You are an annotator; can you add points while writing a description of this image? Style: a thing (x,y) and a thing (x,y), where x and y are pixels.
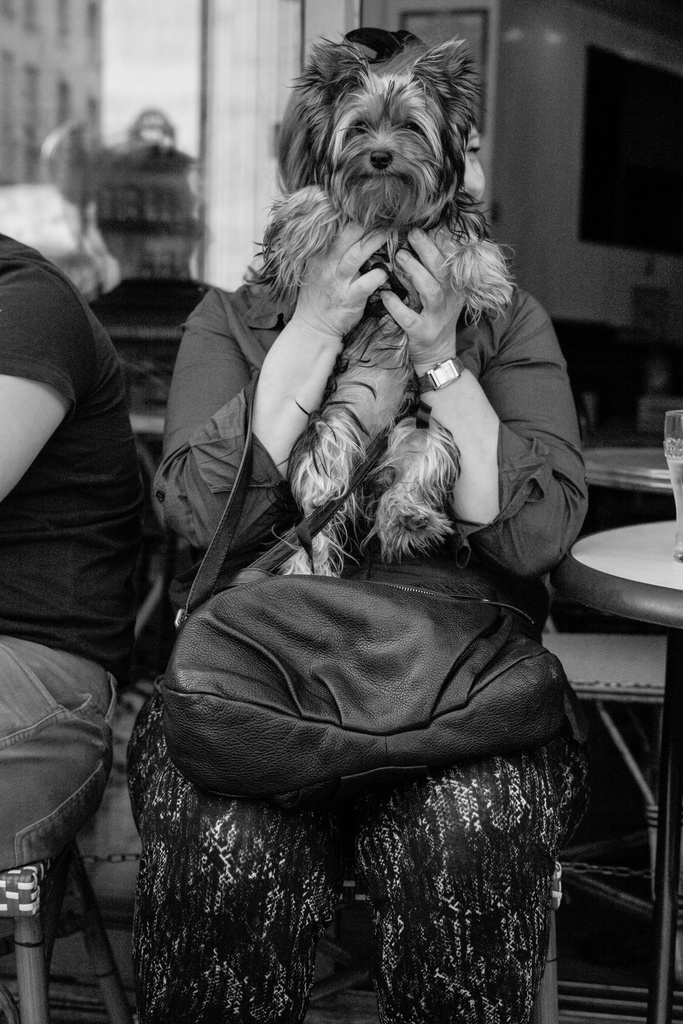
In the image we can see two people (112,584) wearing clothes (118,646), they are sitting. This person (564,413) is wearing a wrist watch (443,371) and holding a handbag (290,621). This is a bench (582,683), table (623,597), glass (673,472), dog (344,171), chain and the background (555,142) is blurred.
